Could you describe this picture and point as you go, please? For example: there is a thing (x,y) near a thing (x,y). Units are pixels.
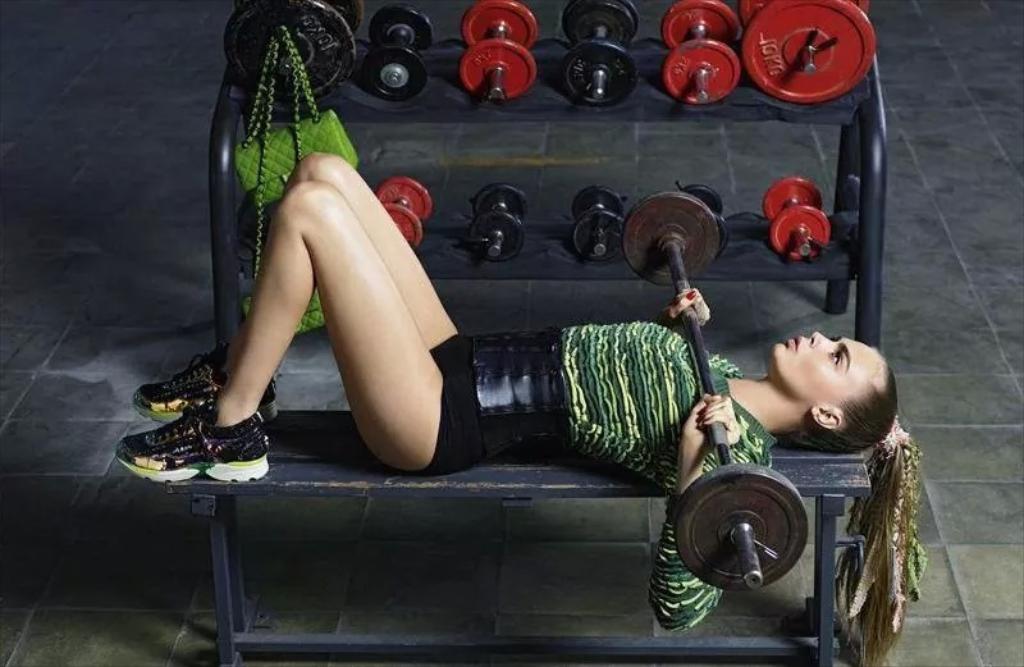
In this image there I can see a lady (455,424) lying on the bench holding a weight lifting rod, beside her there are some dumbbells (407,19) on the stand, also there are handbags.
